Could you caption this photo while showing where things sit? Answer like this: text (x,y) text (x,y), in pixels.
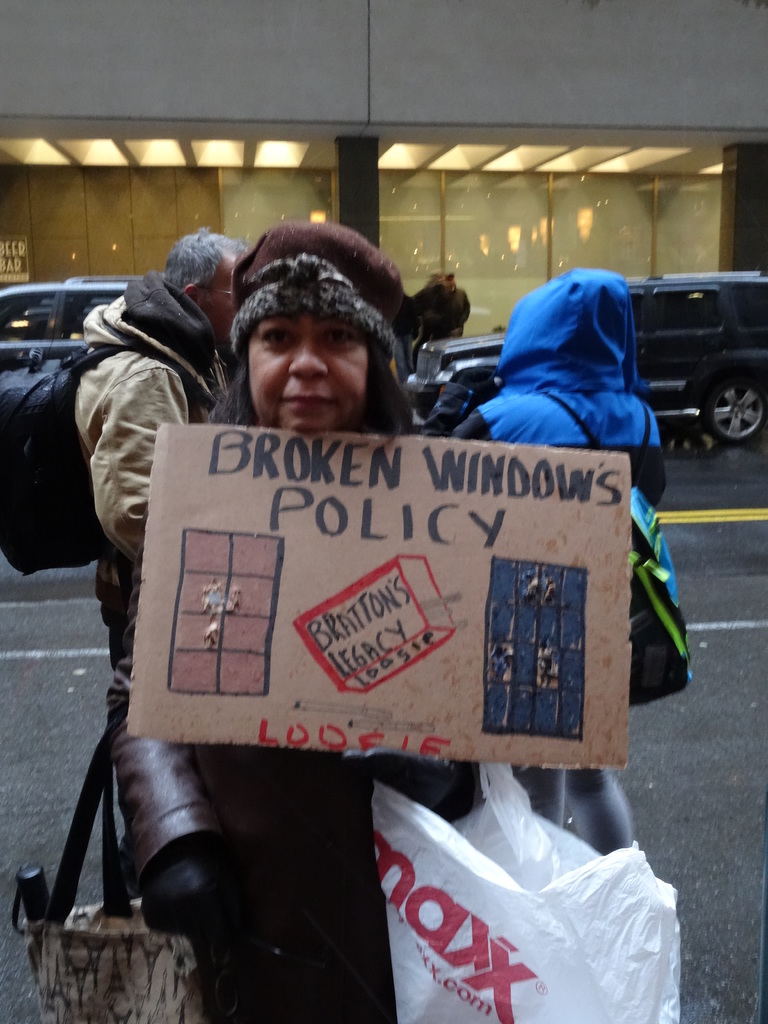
In the center of the image (326,362), we can see a lady (277,350) wearing a cap (270,303), coat (141,753) and a bag (57,888) and holding a board (357,709) and a cover (422,840). In the background (579,325), there are some other people (544,303) and wearing coats (106,337) and bags (79,393) and there are vehicles (672,301) on the road (699,614) and we can see some lights (60,155), a board (20,253), pillars (346,199) and a wall (527,105).
